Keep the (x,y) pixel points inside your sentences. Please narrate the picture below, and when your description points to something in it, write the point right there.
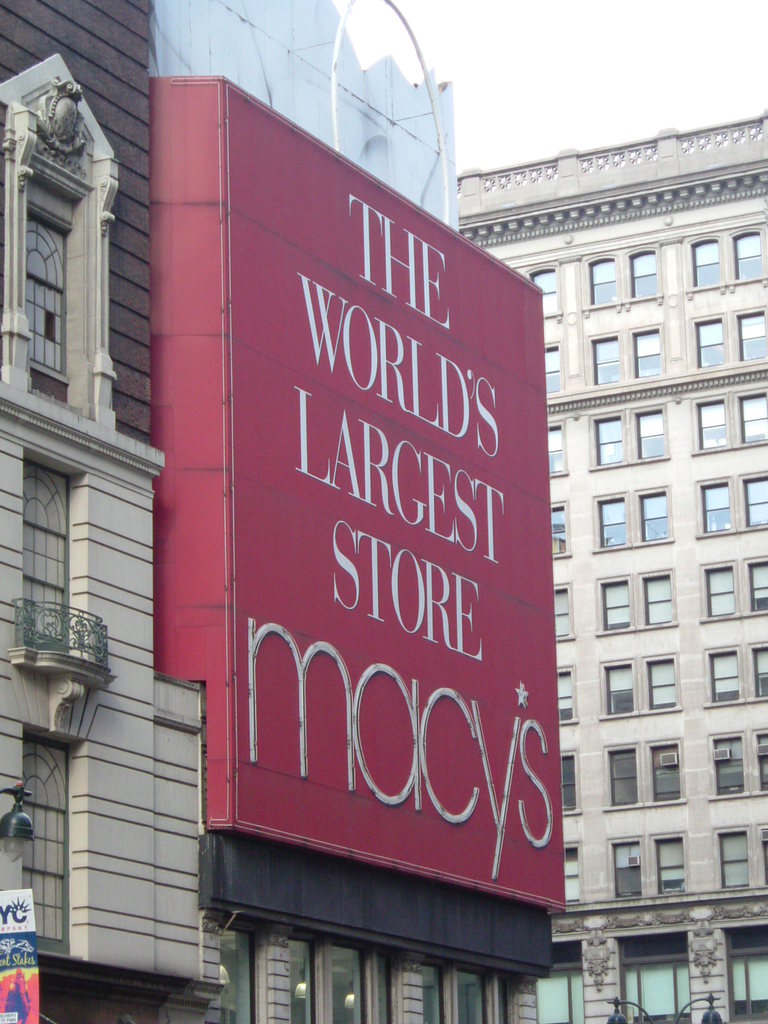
This image is taken outdoors. At the top of the image (521,73) there is the sky (587,94). In the middle of the image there are two buildings (671,594) with walls (688,652), windows (668,773), doors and roofs (599,154). There is a board (329,569) with a text (306,291) on it. There are a few carvings (21,117) on the walls (167,902).
